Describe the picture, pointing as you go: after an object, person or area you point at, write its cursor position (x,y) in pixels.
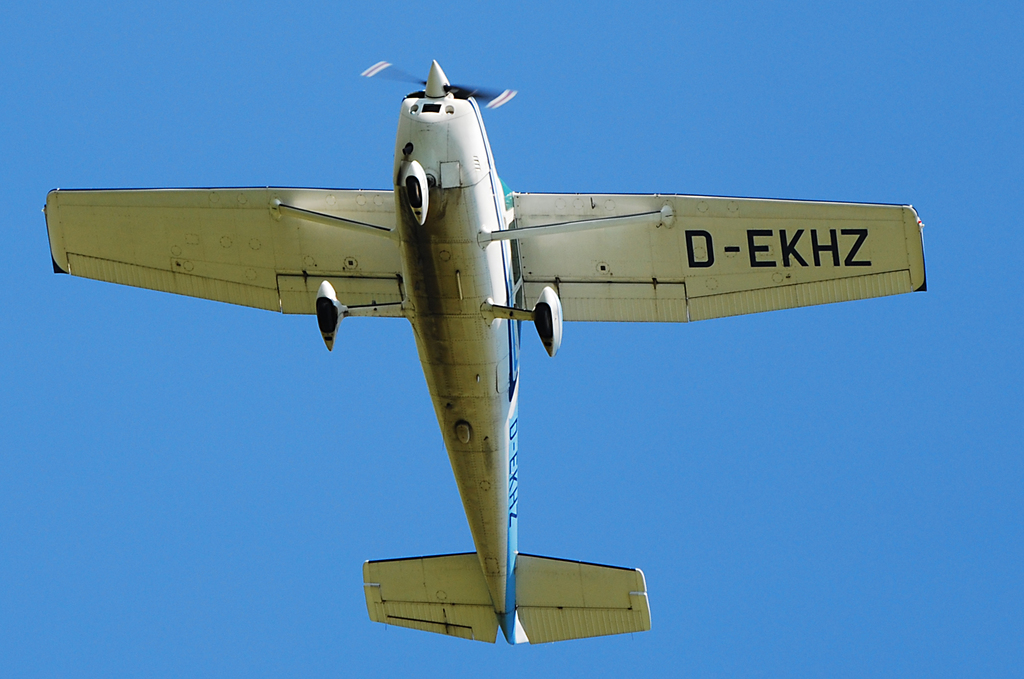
In the picture we can see an aircraft (538,235) is flying in the air (579,141). In the background (632,473), we can see the blue color sky (236,609).
